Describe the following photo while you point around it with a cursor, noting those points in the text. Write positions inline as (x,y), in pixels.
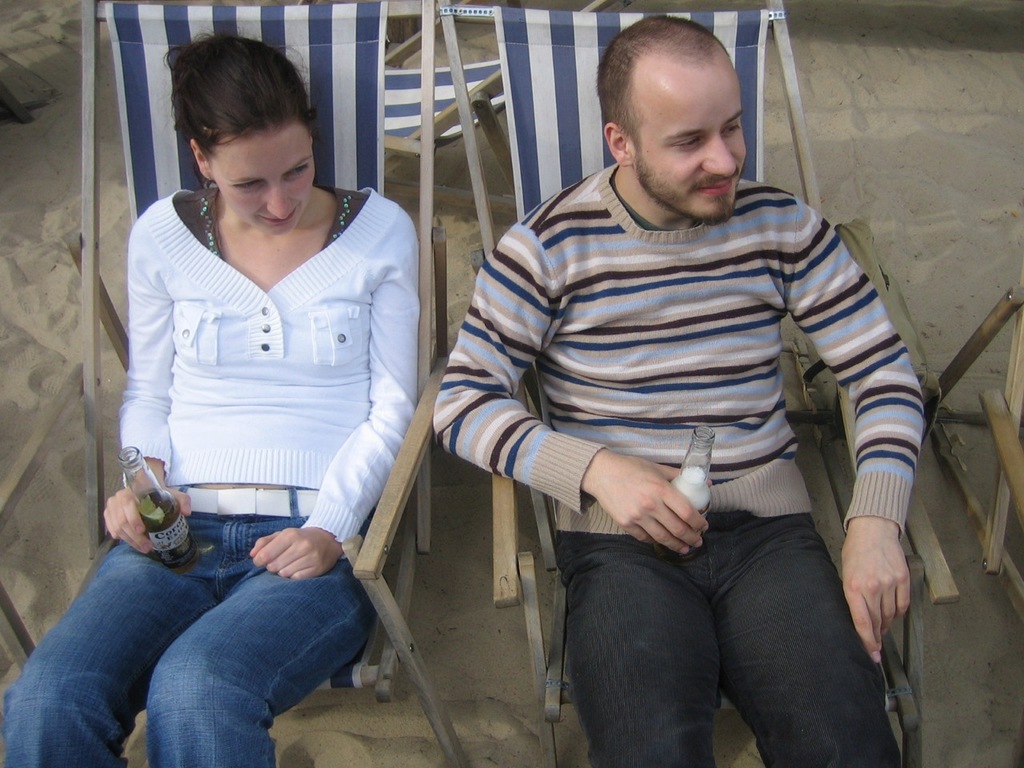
A woman (230,445) wearing a white sweater (226,471) is holding a bottle (167,515) and sitting on a chair (381,513). A man (674,434) is holding a bottle (707,479) and sitting on another chair (599,138). They both are smiling. And the ground (467,689) is full of sand (470,575).
